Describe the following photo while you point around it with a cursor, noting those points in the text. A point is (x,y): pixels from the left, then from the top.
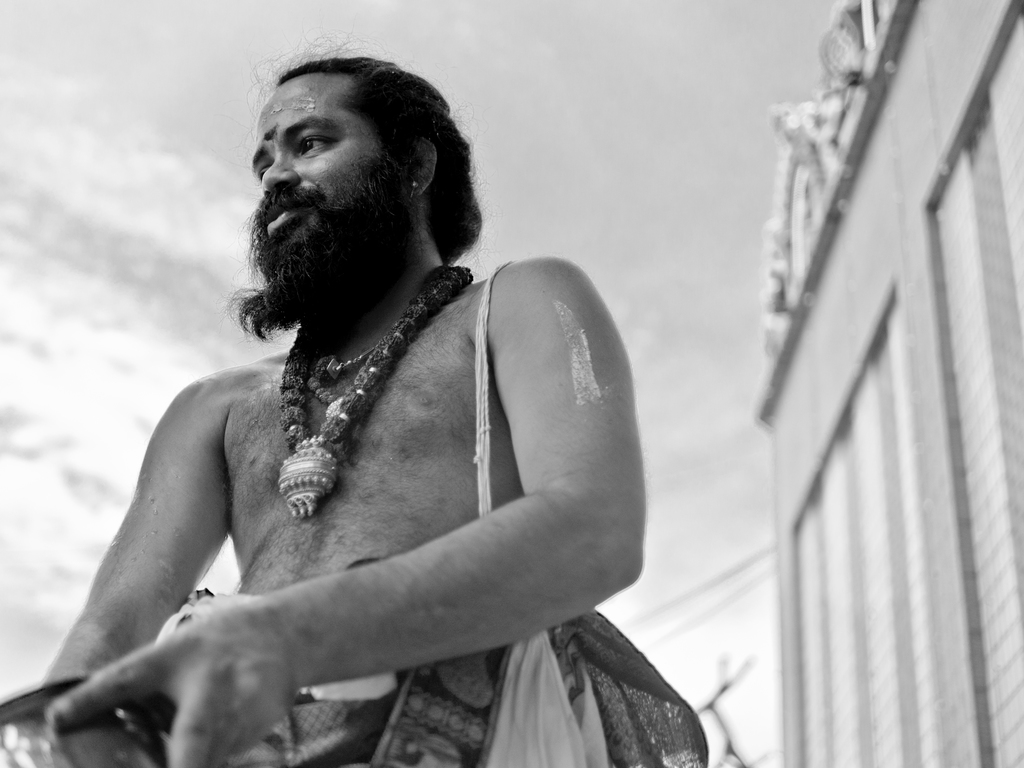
In this picture we can see a man (399,408) carrying a bag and in the background (999,241) we can see wall (911,478).
